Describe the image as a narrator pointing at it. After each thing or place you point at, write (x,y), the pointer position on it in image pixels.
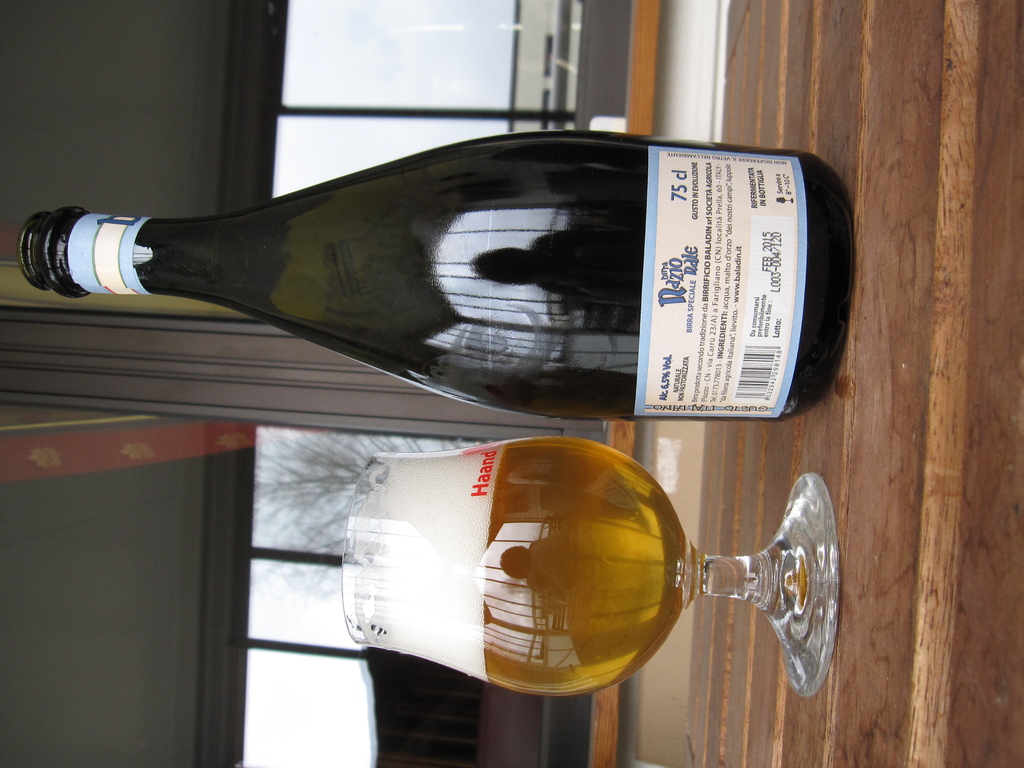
In this image is having a bottle (461,147) and glass (478,578) in which drink (646,599) is present. Background (267,656) there is sky (290,670) and trees (297,511).
